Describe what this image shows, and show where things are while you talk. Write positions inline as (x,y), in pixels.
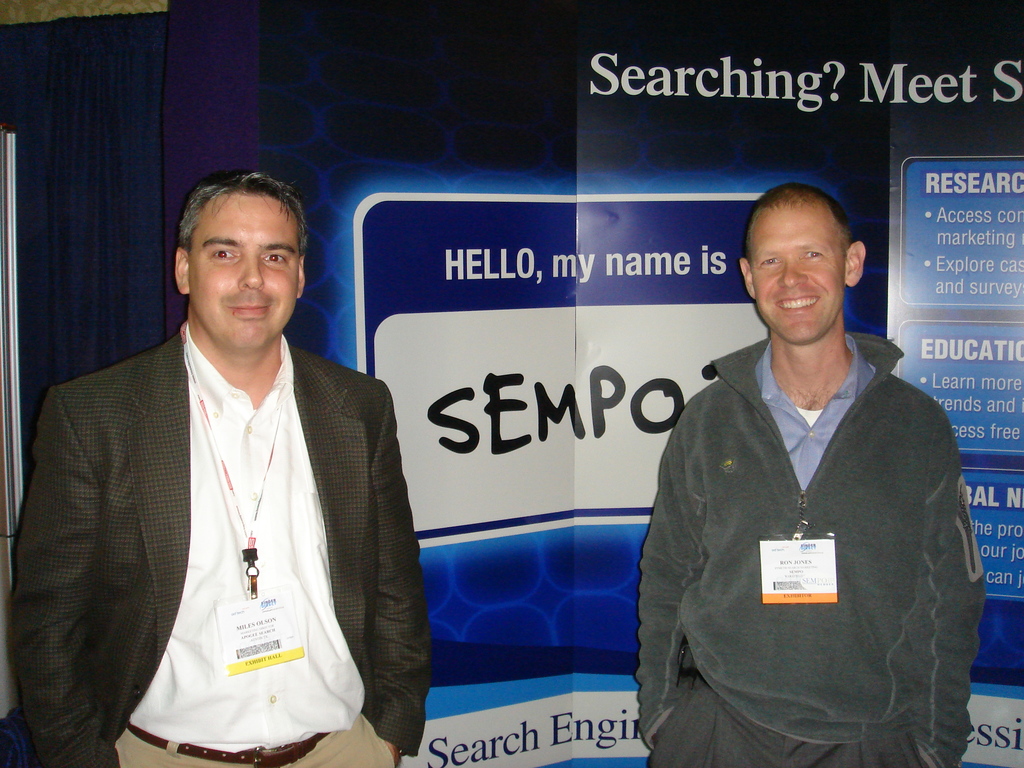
On the left side of the image (252,333) we can see a person (95,603) is standing and wearing a white color dress (209,637). In the middle of the image (439,474) we can see a banner (494,279) on which some text (469,252) was written. On the right side of the image (822,436) we can see a person (845,613) is standing and wearing ash color dress (837,621).
